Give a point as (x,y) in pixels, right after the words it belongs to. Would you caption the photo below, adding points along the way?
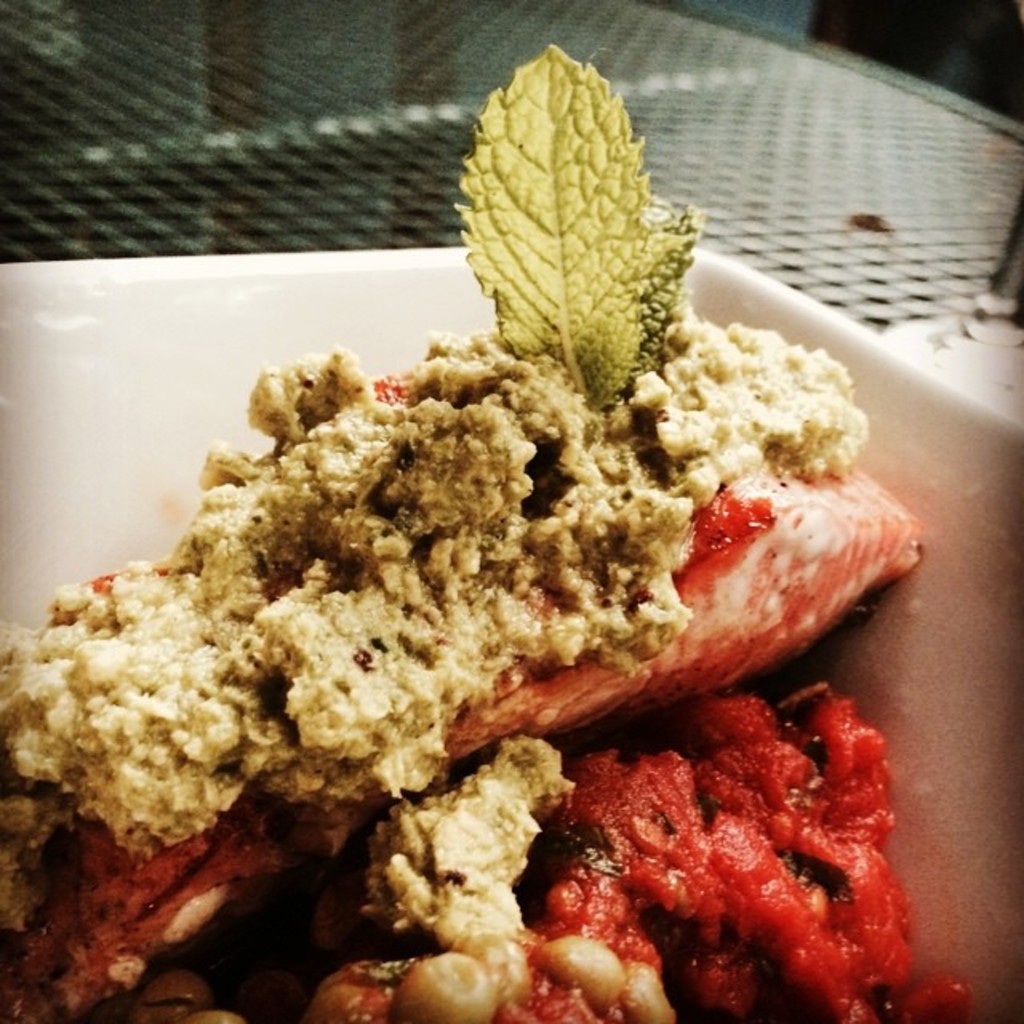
In this image I can see a white colour plate (80,319) and in it I can see different types of food (514,528).
